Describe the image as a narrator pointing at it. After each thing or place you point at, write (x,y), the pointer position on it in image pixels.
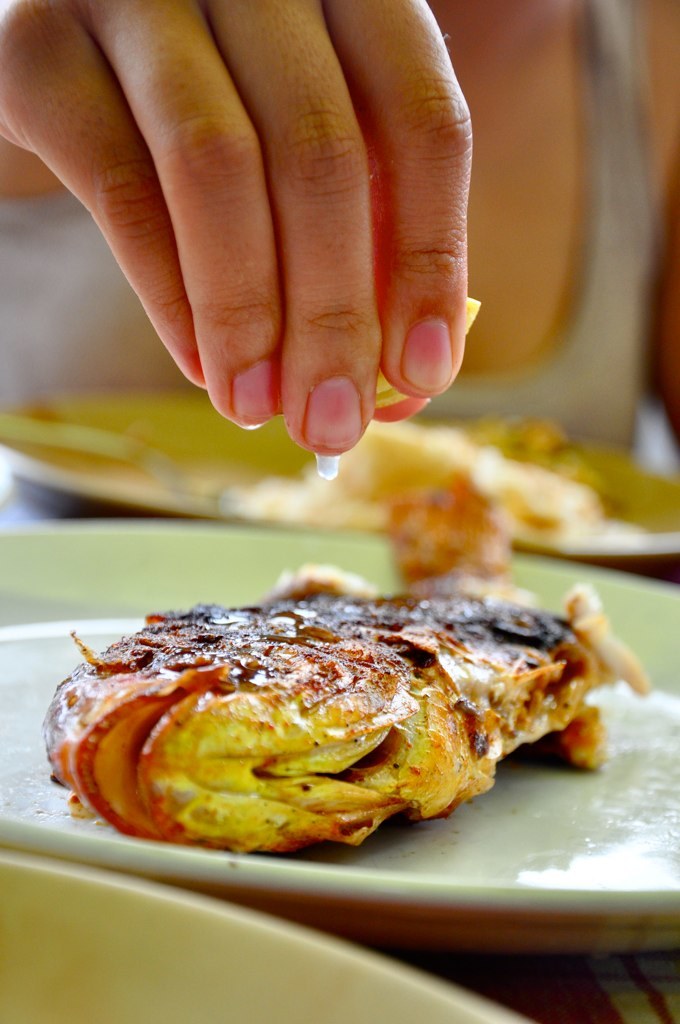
In this image in the foreground (515,851) there is one plate (436,868), in that plate (599,796) there is some food (306,635) and in the background (531,332) there is one woman (324,216) who is holding a lemon (380,397) and squeezing and also there is one plate (616,470). In that plate (594,445) there is some food (447,507), at the bottom (140,964) there is another plate (225,959).
